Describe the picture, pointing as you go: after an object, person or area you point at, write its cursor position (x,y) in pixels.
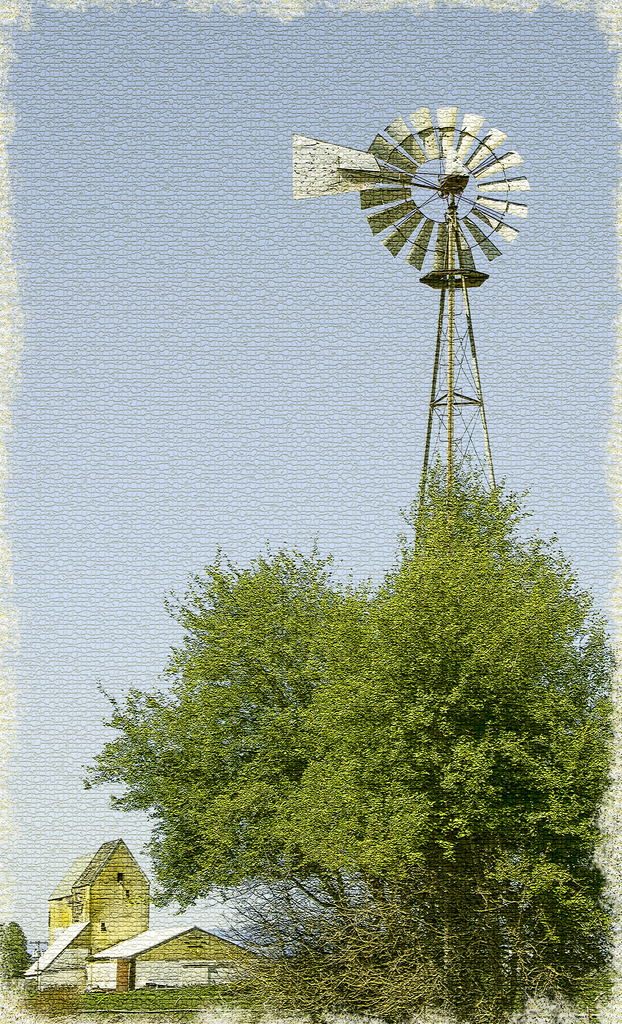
In the foreground of this edited image, there is a tree (405,971) on the right (447,980). A wind fan (450,350) behind it. In the background (158,924), there are few houses (140,912), greenery (190,1021) and the sky (217,434).
